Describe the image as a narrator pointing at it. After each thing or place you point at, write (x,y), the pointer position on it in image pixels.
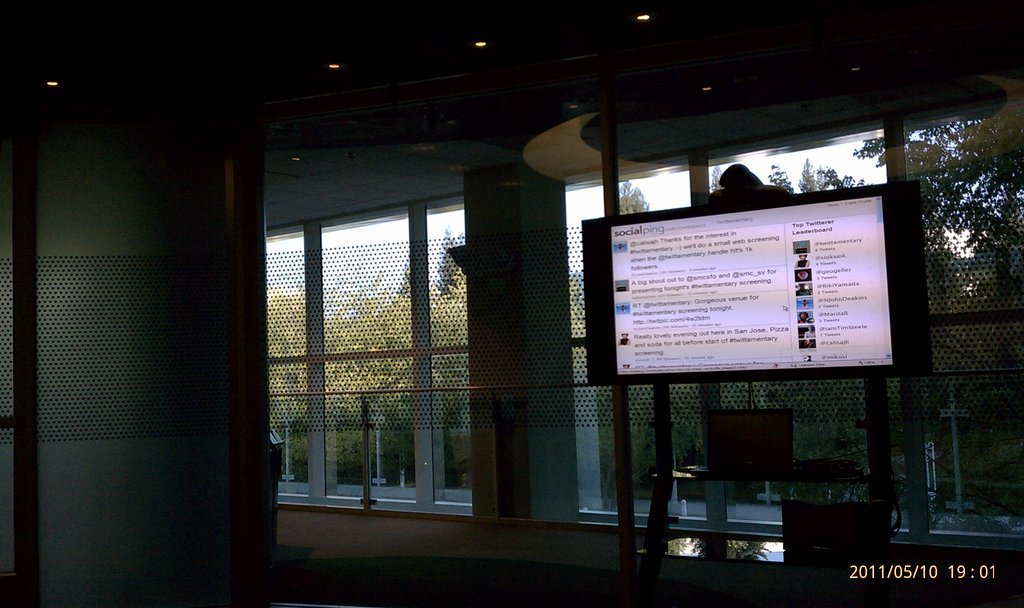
There is a monitor (786,270), which is arranged on a stand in a building (453,110) which is having glass windows (327,372), and lights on the roof (833,18). In the right bottom corner (883,564), there is a watermark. In the background (960,167), there are trees (962,196) and there is sky (394,224).
